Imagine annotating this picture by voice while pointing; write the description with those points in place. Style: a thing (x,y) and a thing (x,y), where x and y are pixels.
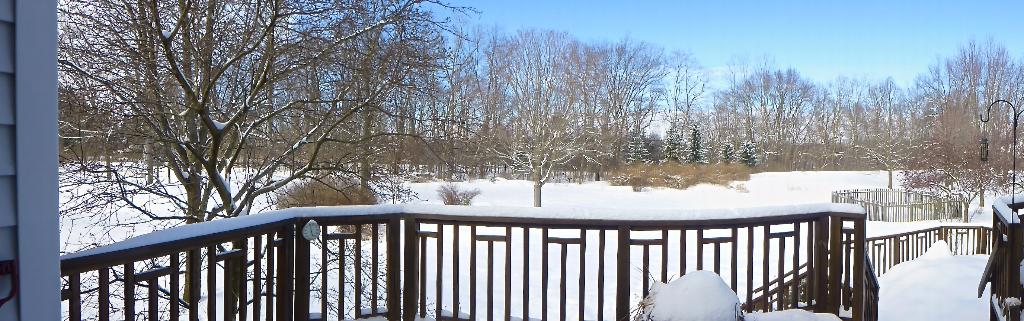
At the bottom (156,302) we can see snow (857,209) on the fence (862,263). In the background (511,127) there are trees (556,99), plants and snow (829,197) on the ground (868,179). On the right side (868,197) there is fence (868,201) and pole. In the background (671,70) we can see clouds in the sky (447,10).
